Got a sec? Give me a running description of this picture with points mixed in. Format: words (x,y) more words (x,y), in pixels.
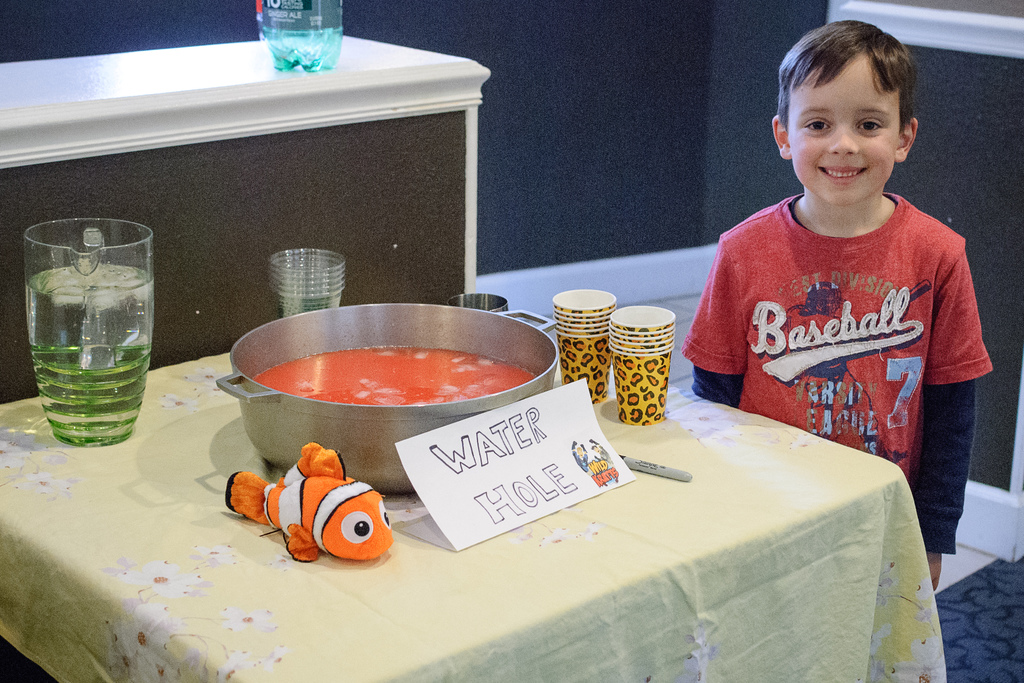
This image is clicked in a room (343,513). There is a table (485,612) on which a bowl (430,430), glasses (615,330) and a jug (129,357) are kept. To the right (733,334), there is a boy (883,298) standing and wearing red t-shirt (849,283). He is also smiling. In the background (583,68), there is a wall (653,63) in blue color. To the left (205,87), there is a desk (199,104) on which a bottle (301,62) is kept.
